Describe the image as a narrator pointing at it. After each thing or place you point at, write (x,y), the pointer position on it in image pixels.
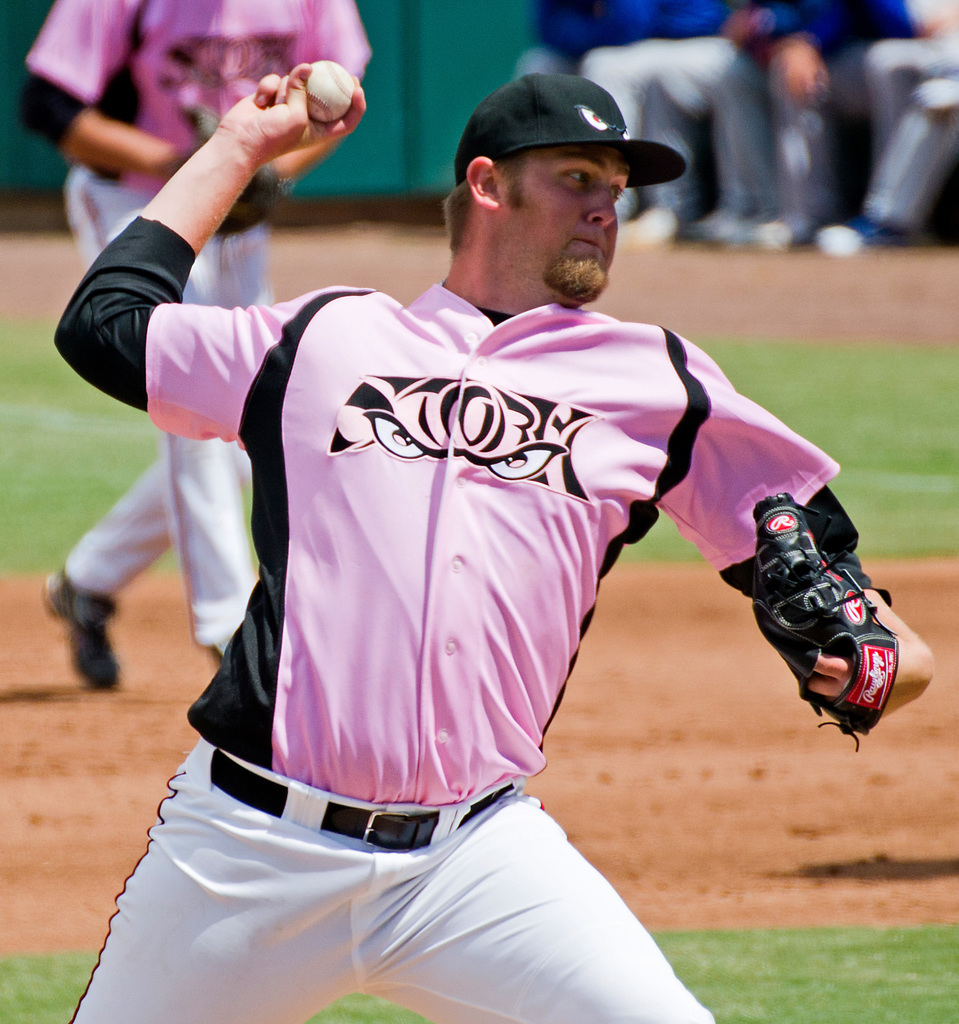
This is a playing ground (825,760). Here I can see a man (349,578) wearing pink color shirt (397,539), black color cap (514,134) on the head (492,180), holding a ball (326,98) in the hand (283,112) and looking towards the right side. It seems like he is throwing the ball (322,109). At the back of this man (332,389) I can see another person (135,87) is running on the ground (105,726). On the right top of the image (714,36) I can see few people (732,88) are sitting. At the bottom of the image I can see the grass (800,985).
